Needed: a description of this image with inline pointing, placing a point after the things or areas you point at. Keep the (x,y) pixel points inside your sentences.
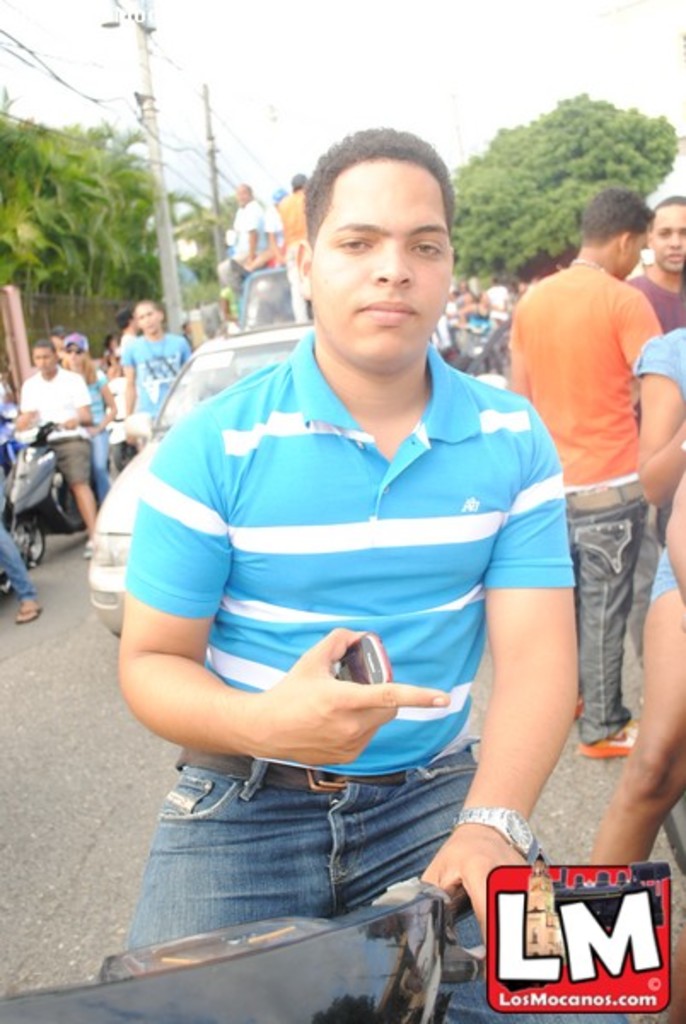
In this image I can see number of people (631,443) and few of them are with their vehicles (9,408). Here I can see he is holding a phone (376,669) and wearing a watch (506,827). In the background (252,302) I can see few more vehicles (252,325) and few people (259,237) on it. Here I can see few trees (16,207) and few poles (215,158).
